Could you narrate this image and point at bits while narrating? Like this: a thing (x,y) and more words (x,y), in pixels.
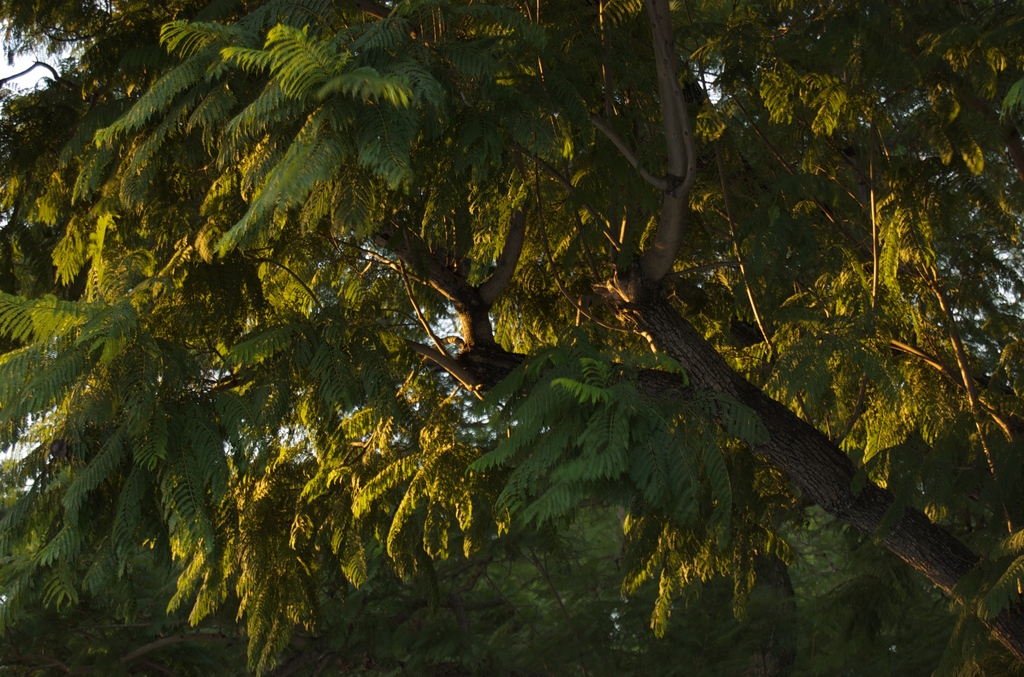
This picture contains trees (315,476) which are green in color.
